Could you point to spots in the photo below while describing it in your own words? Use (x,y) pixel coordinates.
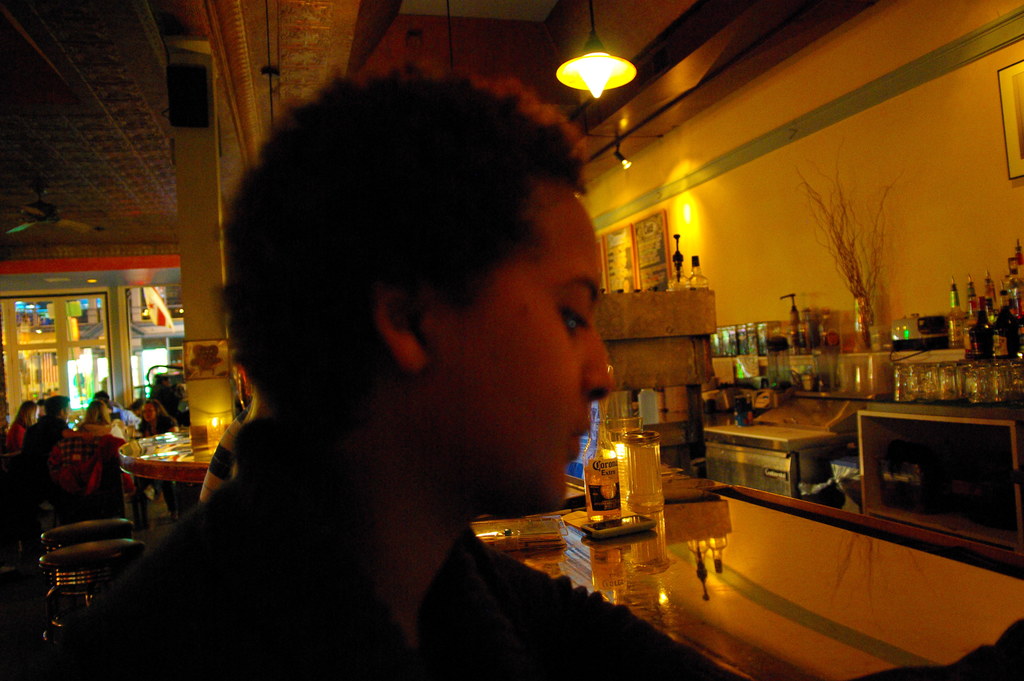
In this image we can see a person (451,342). On the right (925,659) there is a table (755,610) and we can see a bottle (595,507), mug (633,509), mobile (626,525) and some objects (563,518) placed on the table (758,627) and there are bottles (974,341) and glasses (960,365) placed in the racks (677,313). In the background (122,543) there are stools (66,535) and we can see people (88,426) sitting. At the top (612,88) there are lights (582,86) and we can see boards (658,256) placed on the wall (889,252).
